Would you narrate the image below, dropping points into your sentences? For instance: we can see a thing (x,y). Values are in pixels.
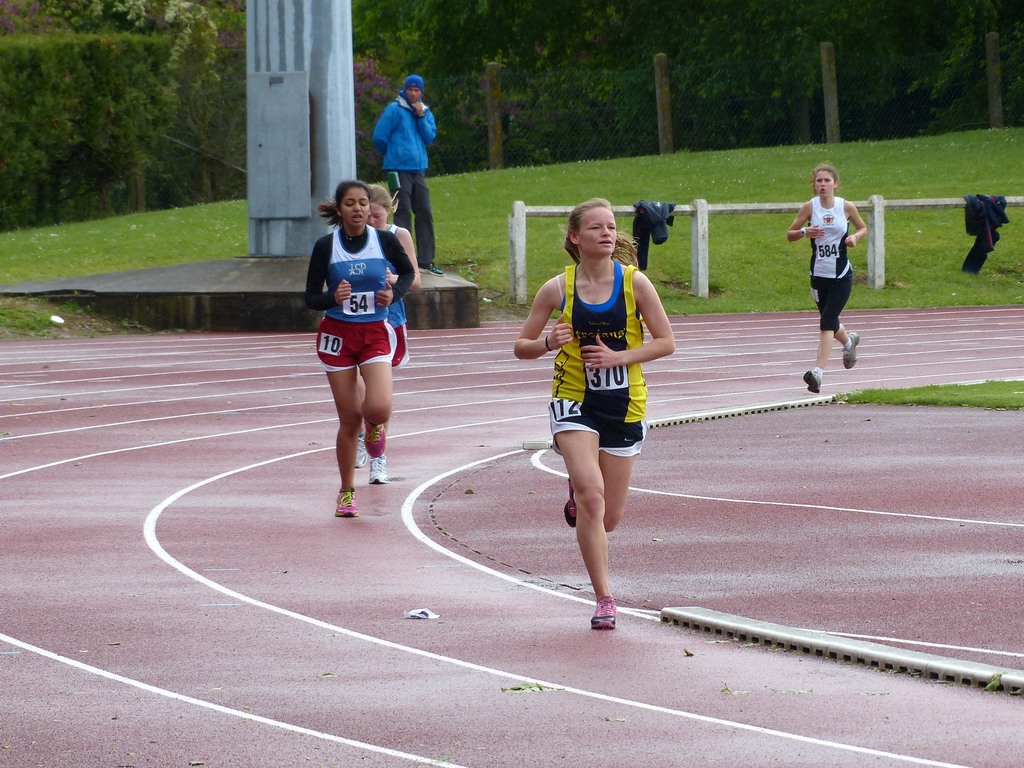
In this picture we can see four women (387,271) running on the ground (660,360), fences (699,217), clothes (657,234), pillar (284,38) and a person (395,121) standing and in the background (475,47) we can see trees (634,15).
